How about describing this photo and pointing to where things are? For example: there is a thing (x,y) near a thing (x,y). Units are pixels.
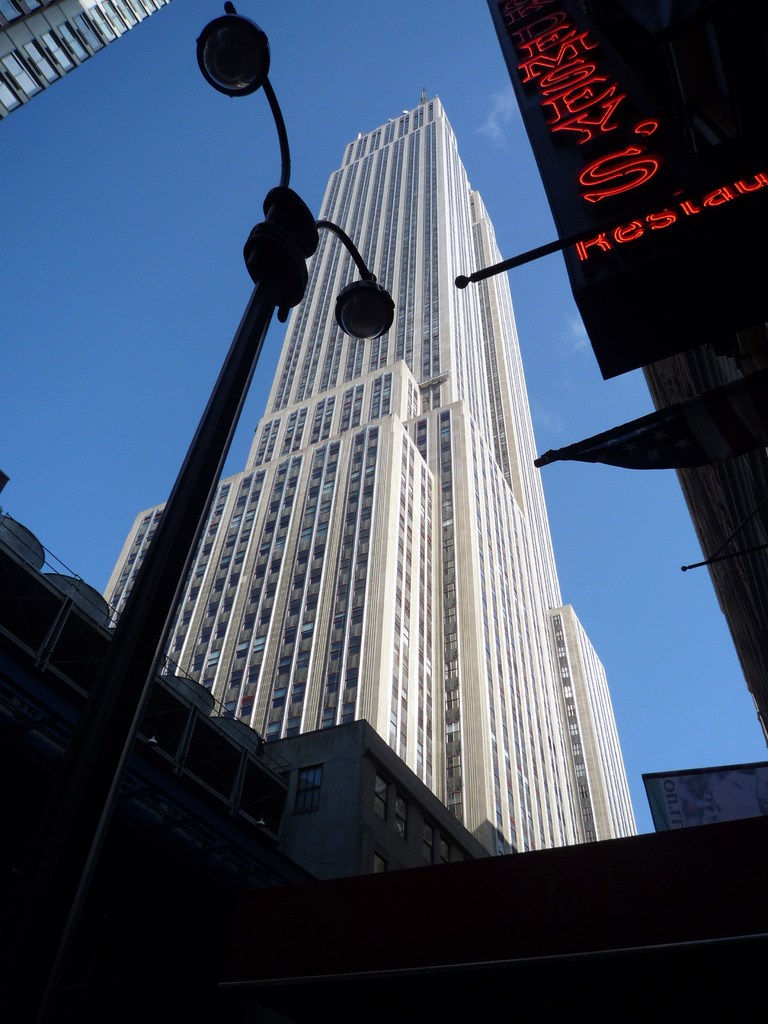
In this image there are a few buildings (303,490) and there is a banner (699,285) with some text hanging from one of the buildings (214,663), there are two lights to a pole (276,240) and the sky (199,272).
